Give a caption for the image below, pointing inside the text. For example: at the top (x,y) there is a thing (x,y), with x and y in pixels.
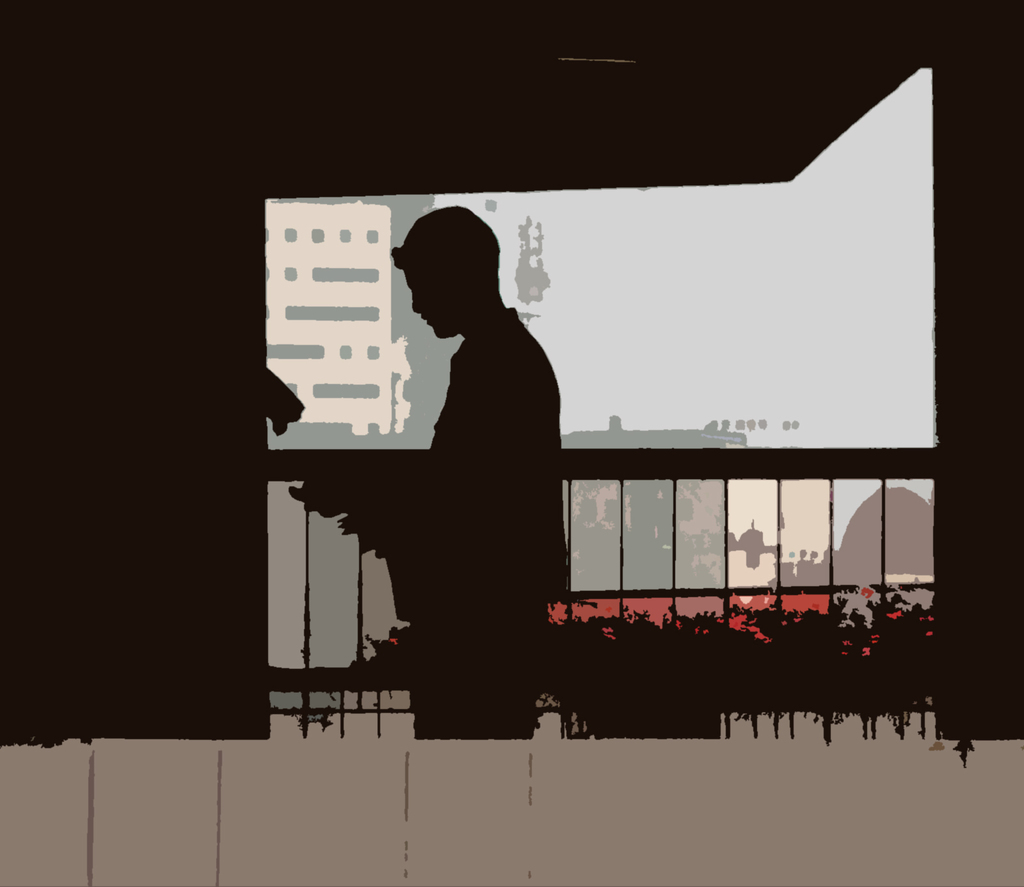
In this image there is a painting (386,423) in which there is a person (472,490) standing in the center (483,461) and in the background (411,381) there are buildings (702,503), there is a fence (742,475) and there are plants (682,641).
